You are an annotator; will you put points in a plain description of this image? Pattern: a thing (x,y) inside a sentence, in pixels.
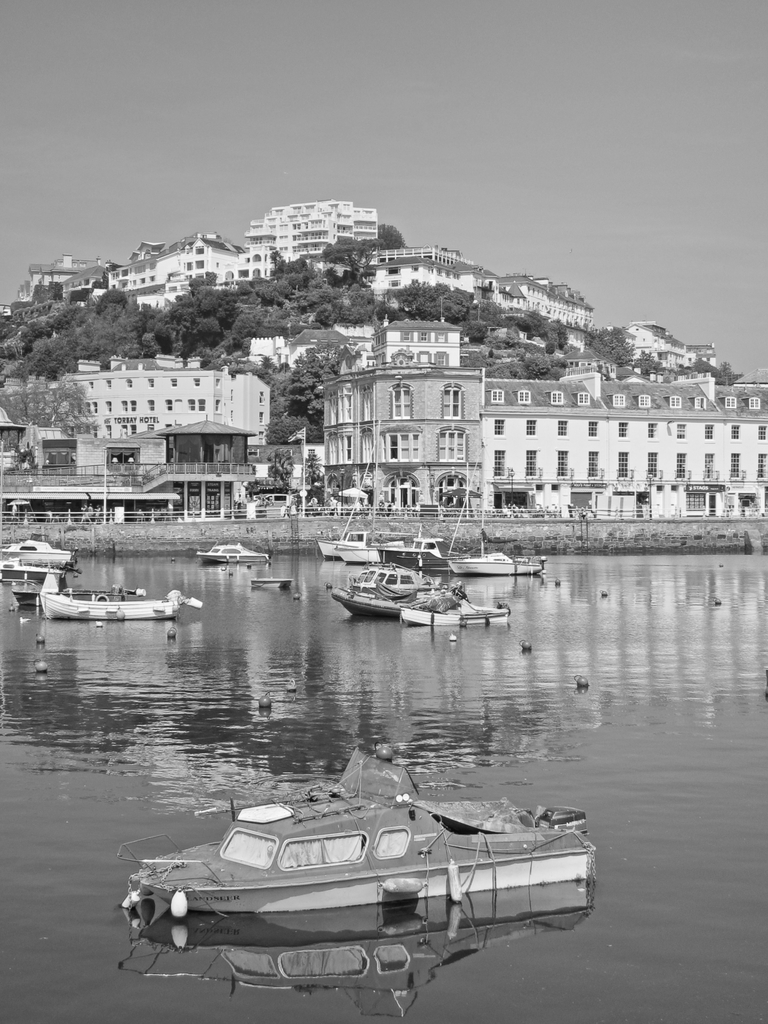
This is a black and white image. There are a few buildings (153,382) and trees (316,289). We can also see the sky (765,308). There are a few ships (439,861) sailing on the water (418,754). We can also see some objects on the top of the water (550,896). We can see the fence (137,517) and the wall (667,549).
